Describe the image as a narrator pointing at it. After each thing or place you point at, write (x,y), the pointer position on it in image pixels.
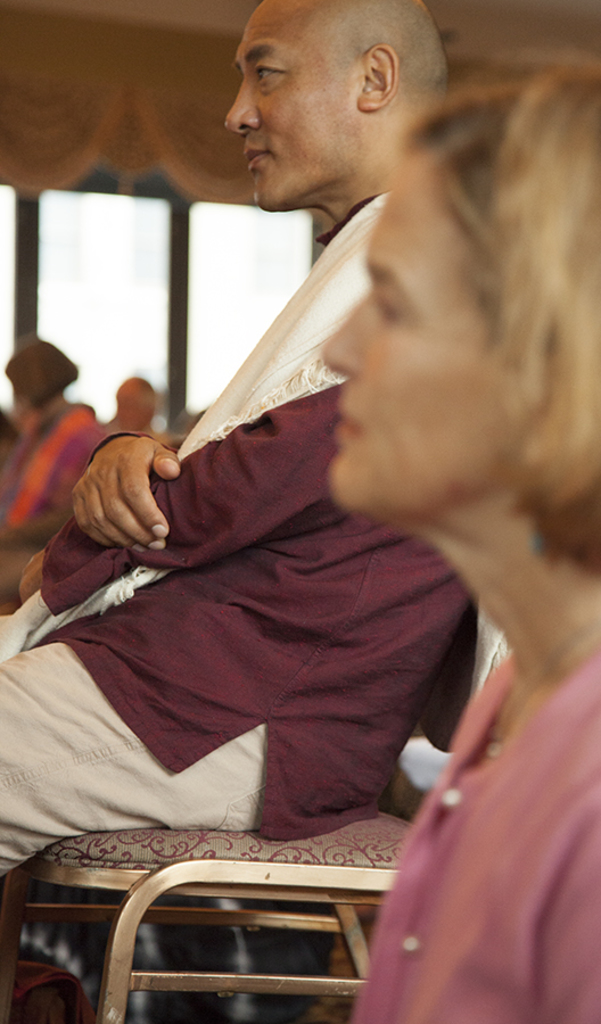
In front of the picture, we see the woman (504,809) is wearing the pink dress (447,855). Beside her, we see a man (289,506) wearing the maroon shirt (296,615) is sitting on the chair (308,881). Beside him, we see many people (38,399) are sitting on the chairs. In the background (236,327), we see a glass window (195,325). At the top (164,55), we see the wall (35,35).
